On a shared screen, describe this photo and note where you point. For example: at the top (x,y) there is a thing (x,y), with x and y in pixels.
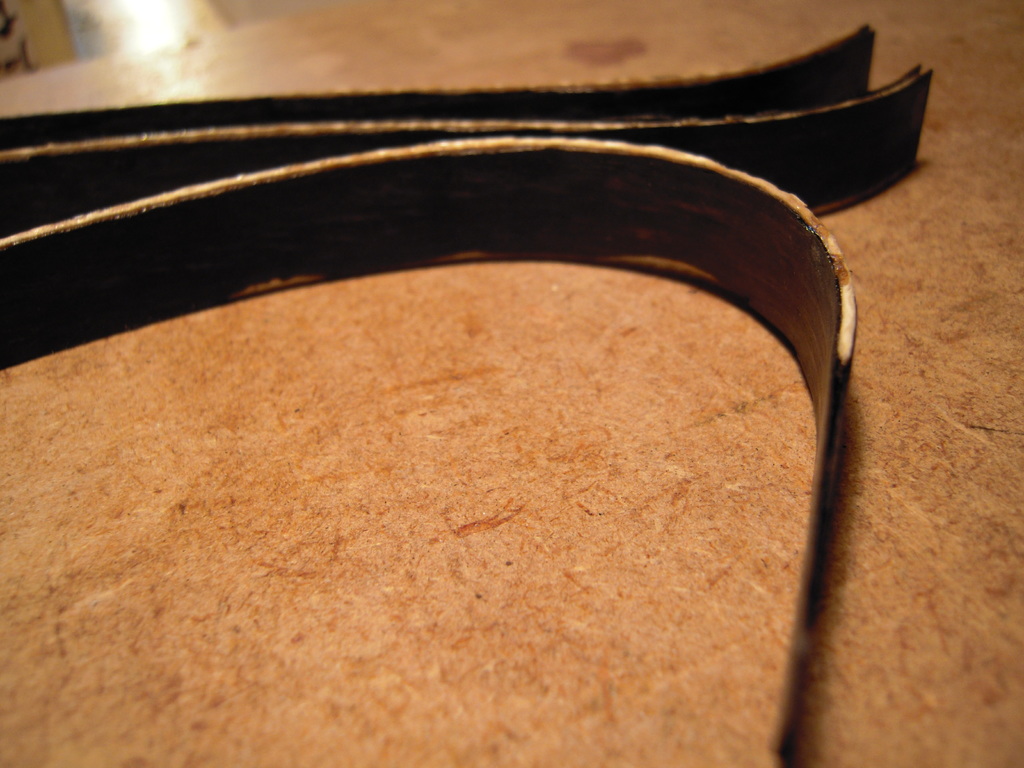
In this image we can see curved strips (783,276) on a wooden table (631,438).
